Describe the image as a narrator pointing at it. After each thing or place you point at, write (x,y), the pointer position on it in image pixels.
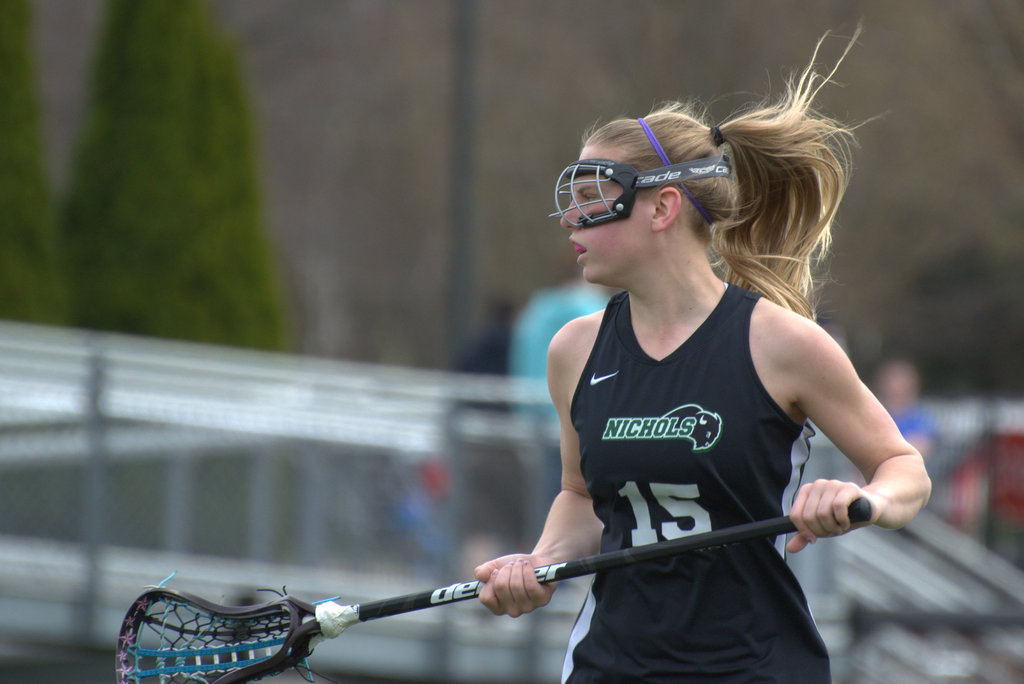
In the center of the image (667,326), we can see a lady (649,276) wearing a mask (616,208) and holding a stick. In the background (188,389), we can see railings (307,407) and trees (169,146) and some people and a wall (327,74).
